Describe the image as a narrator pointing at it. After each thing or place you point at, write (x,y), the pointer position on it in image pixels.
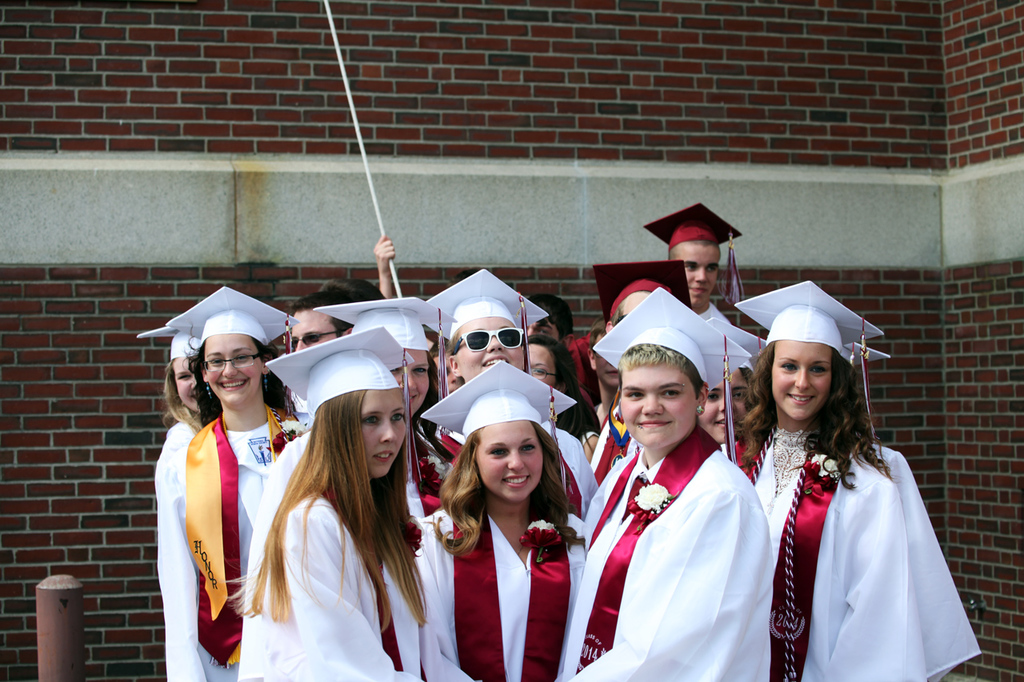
In this picture I can see group of people (577,377) standing with graduation hats (594,347) and graduation sashes (814,497), and in the background (438,148) there is a wall (451,95).
